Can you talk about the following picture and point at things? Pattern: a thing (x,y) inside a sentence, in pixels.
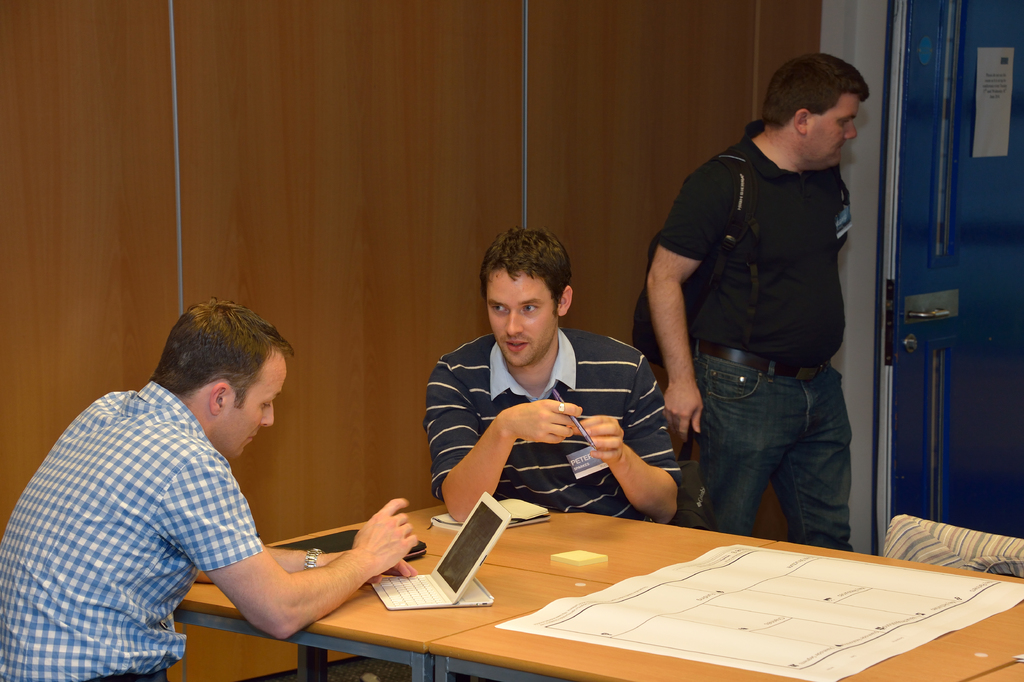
In this image on the left side (180,521) there are two persons (138,554) who are sitting and talking. On the right side (773,214) there is one person (773,321) who is walking and in the bottom (385,623) there is one table (720,539) on that table (954,653) there is one paper (700,613) and one laptop (459,579) is there on the table (414,616), and on the background (568,85) there is a wooden wall (208,106) and on the top of the right corner (950,409) there is one door (950,374).
